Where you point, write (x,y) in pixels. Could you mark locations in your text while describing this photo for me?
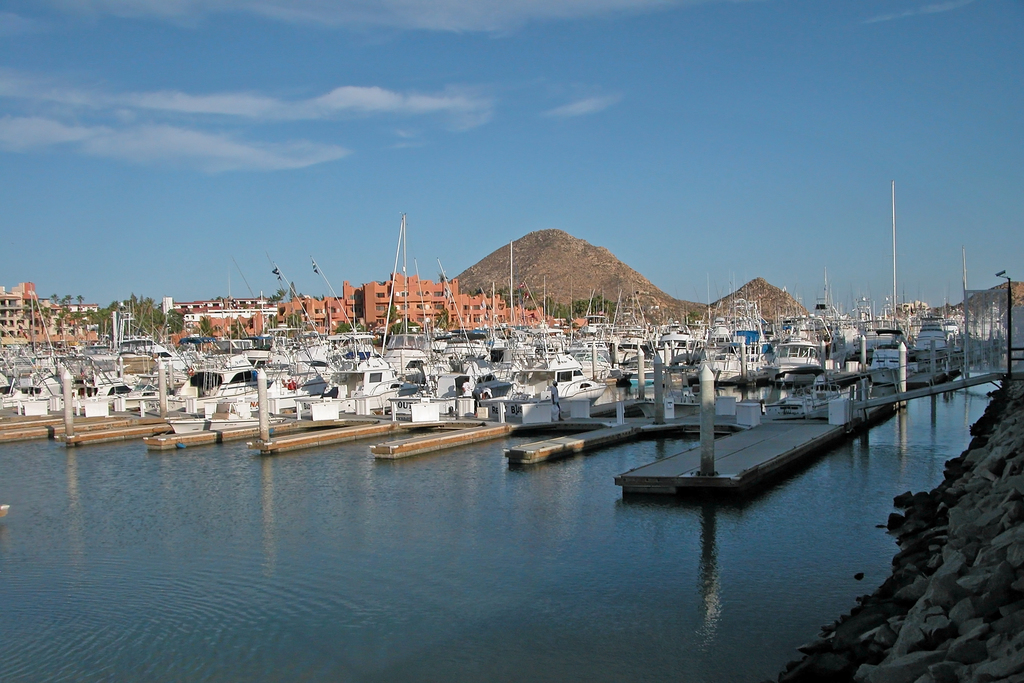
In this image we can see a group of boats (257,422) on the water (480,473). On the right side (985,588) we can see some stones (987,551). On the backside (468,305) we can see some buildings (355,297), trees (156,311), poles (303,323), the mountains (561,291) and the sky (402,253) which looks cloudy.
